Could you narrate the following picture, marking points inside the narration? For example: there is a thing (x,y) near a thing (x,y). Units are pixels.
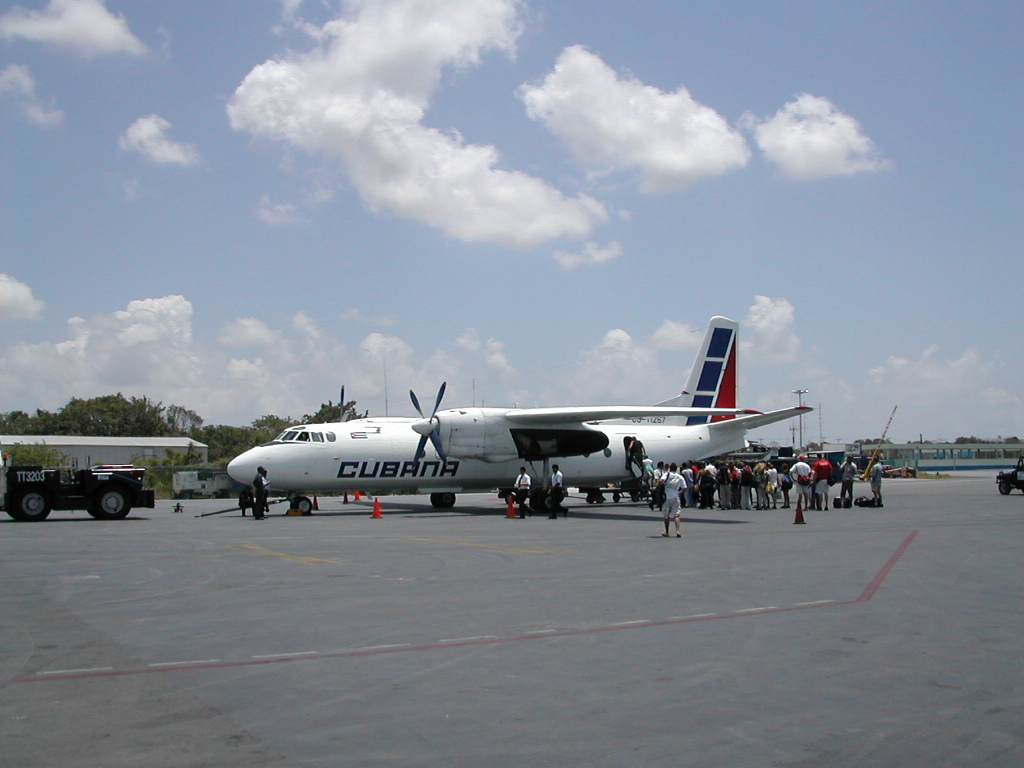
The picture is taken in an airport (19,543). In the center of the picture (591,441) there is an airplane (488,413) and there are people (657,494). On the left (95,510) there is a vehicle (65,484). In the background (119,431) there are buildings (966,448) and trees (126,417). In the foreground (342,574) it is runway (504,551).
